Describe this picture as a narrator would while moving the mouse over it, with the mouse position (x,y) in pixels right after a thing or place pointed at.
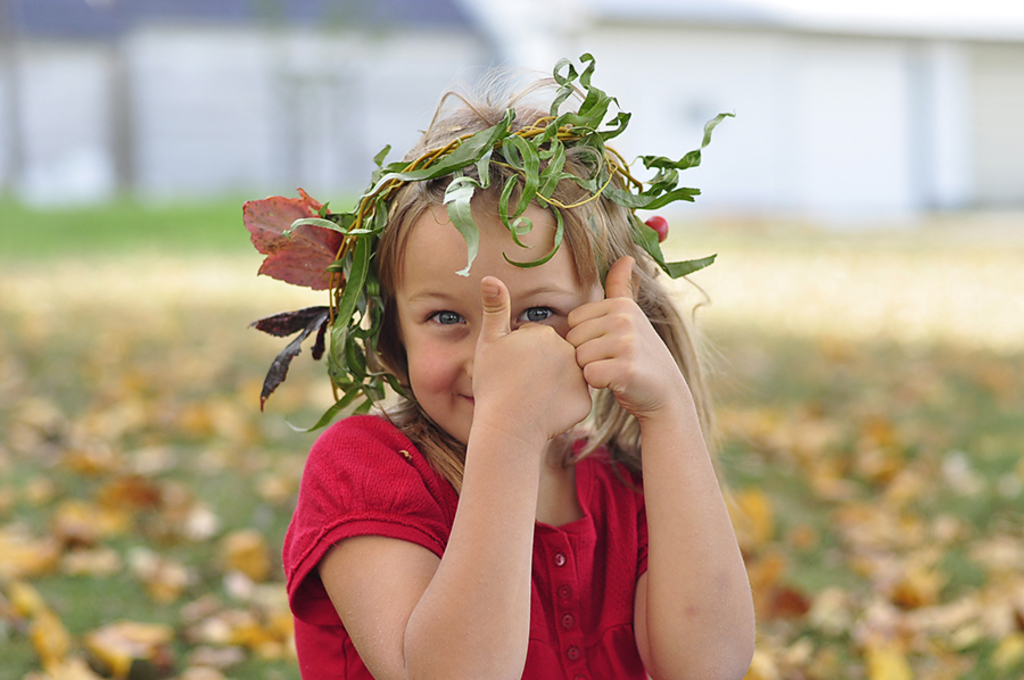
In this picture there is a small girl (519,269) in the center of the image (529,336) and there are leaves (468,210) around her head (456,268).
